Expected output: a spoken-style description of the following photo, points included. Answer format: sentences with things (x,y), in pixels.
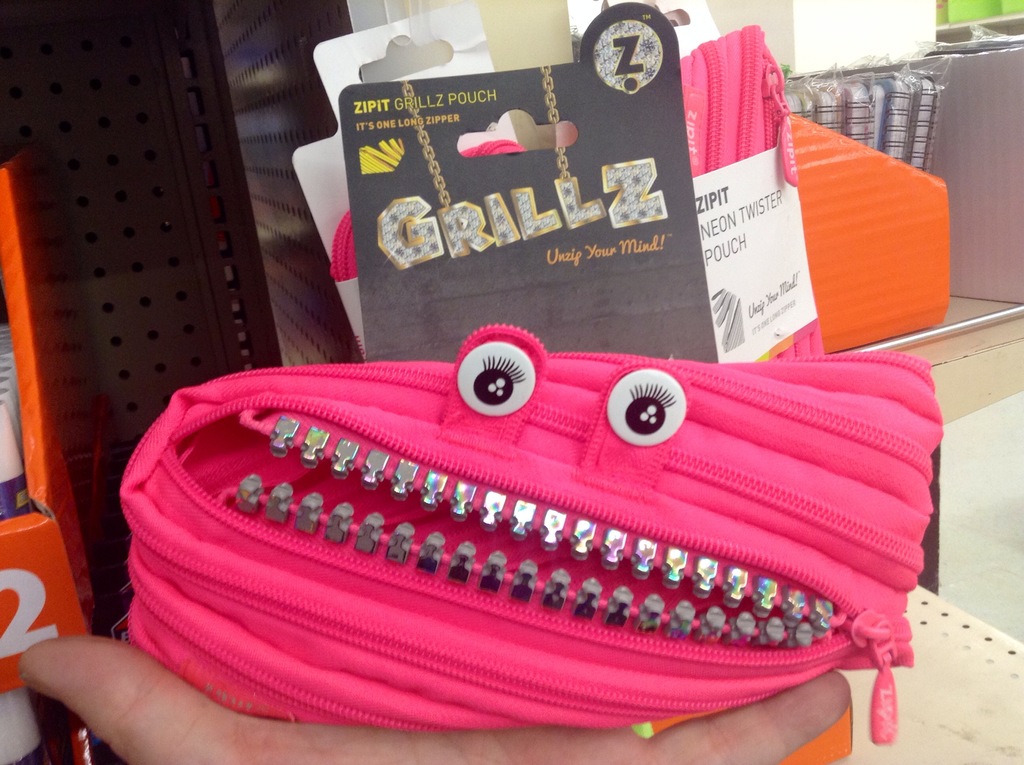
In this picture, we can see a person's hand (610,734) holding some objects (611,465) like pouch (585,401), and some objects (587,186) with text (537,234) and some images (577,213), we can see a few objects (873,272) in the background (992,168).
